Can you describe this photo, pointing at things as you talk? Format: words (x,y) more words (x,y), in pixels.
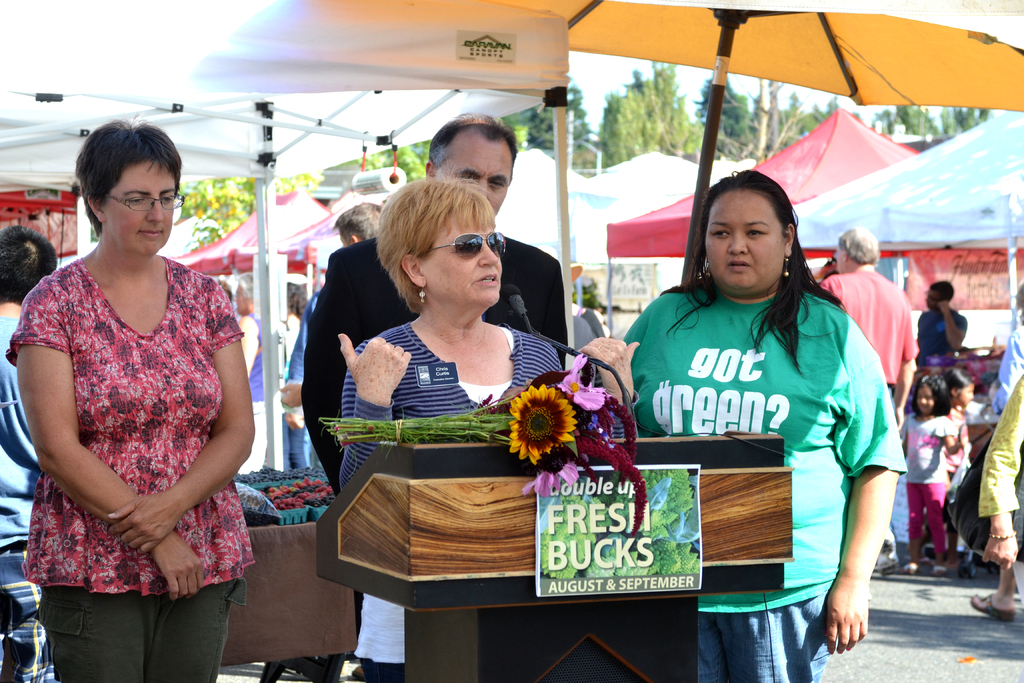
In this image we can see this person (461,257) wearing spectacles (461,257) is standing near the podium (435,495) and speaking through the mic (518,295). Here we can see the bouquet (458,419) and board (557,550) to the podium (576,618) and these people (805,425) are standing around her. In the background (243,85), we can see tents (453,92), an umbrella (697,48), people (1007,358) walking here and trees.
